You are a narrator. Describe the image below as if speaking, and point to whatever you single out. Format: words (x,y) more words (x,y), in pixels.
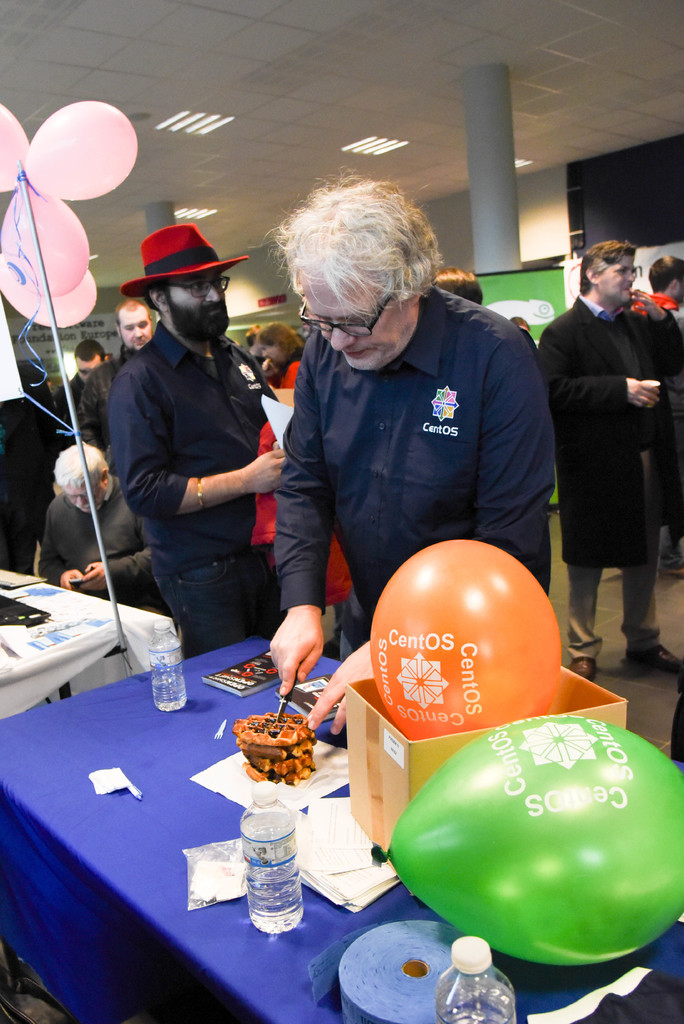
In the picture I can see a person (292,601) holding knife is standing in front of the table (116,855), where a blue color cloth (129,890), bottles (259,889), cardboard box (360,771), balloons (485,890) and few papers (326,758) are placed where, I can see balloons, tables (11,660) and a few people (606,352) standing, I can see the pillars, banners (646,280) and ceiling lights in the background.
